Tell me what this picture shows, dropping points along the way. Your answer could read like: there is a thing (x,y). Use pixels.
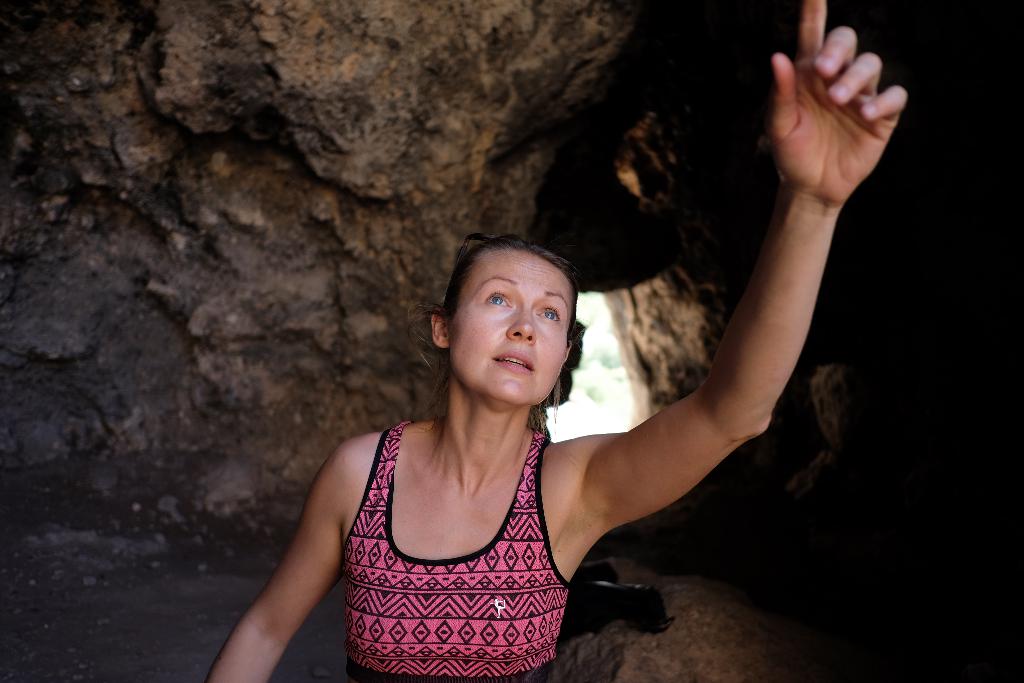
In this image in the foreground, we can see a woman (511,666) looking up and at the back (574,136) it looks like a cave (635,51).
